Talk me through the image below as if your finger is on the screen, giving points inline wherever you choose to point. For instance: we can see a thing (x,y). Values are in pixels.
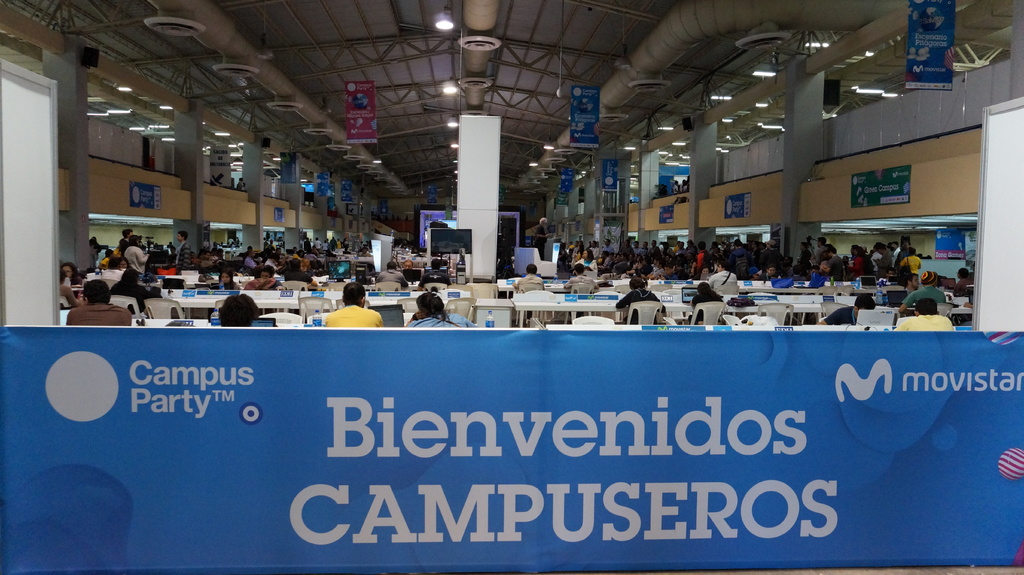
In this image I can see a group of people (669,257) sitting on chairs (709,316). In front (676,306) I can see systems (686,295), bags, and water bottles (493,319) on the table (586,309). Back I can see few people (698,265) standing and I can see boards (587,123), screens (461,245), pillars (596,163) and lights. In front I can see a blue color board (444,470) and something is written on it.
